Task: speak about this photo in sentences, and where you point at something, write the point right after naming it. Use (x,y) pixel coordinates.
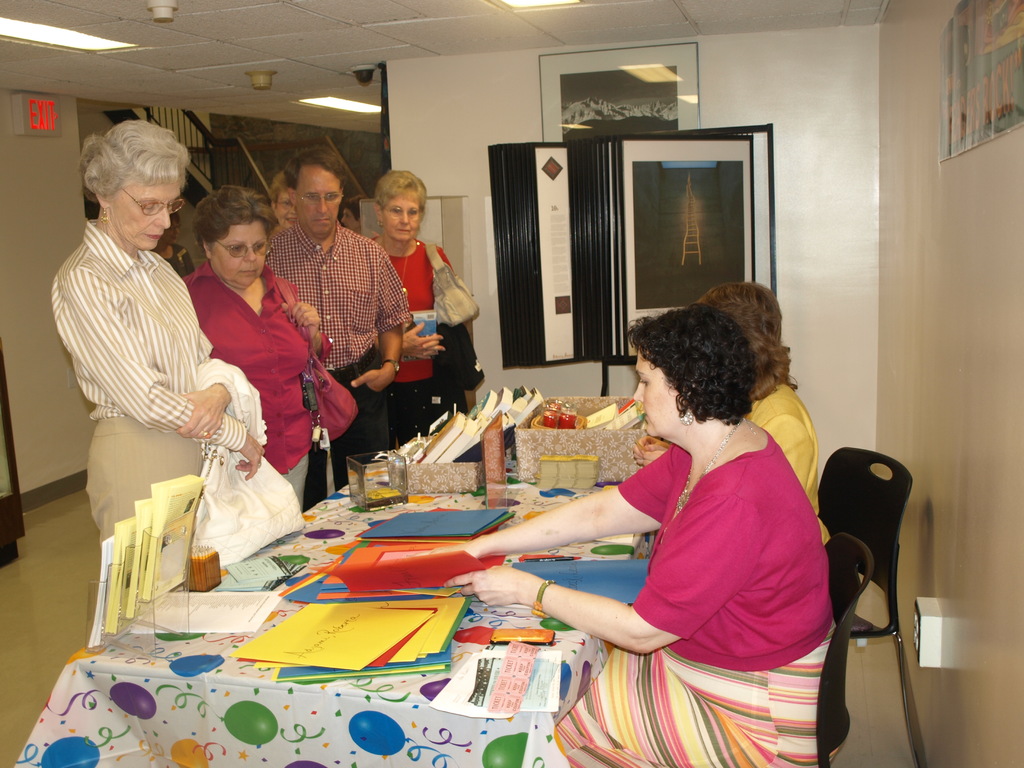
This picture shows people (369,391) standing and watching few color papers (470,528) on the table (514,477). two women (595,765) seated on the chair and showing the papers (395,542) to people (250,456).
